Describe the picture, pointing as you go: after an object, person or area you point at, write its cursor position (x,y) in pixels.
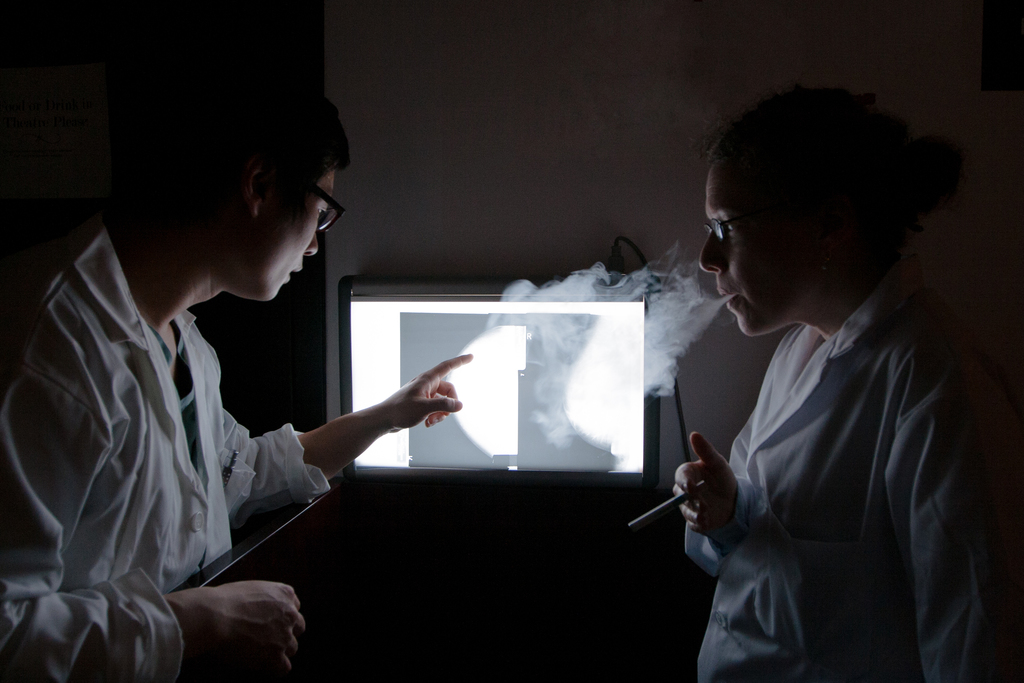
In this picture we can see there are two people (71,460) standing in a room (573,535) and behind the people (17,452) there is a monitor (468,417), smoke (552,363) and a wall (554,155).
